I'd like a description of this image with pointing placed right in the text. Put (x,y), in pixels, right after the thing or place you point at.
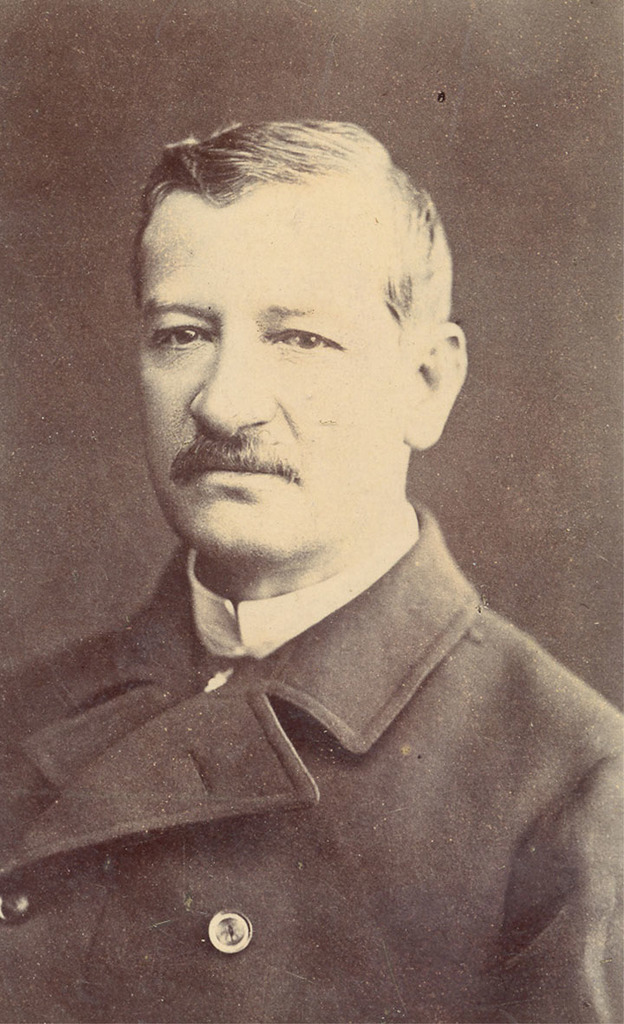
This picture is a black and white image. In this image we can see one man (220,924) in a suit (217,959), there is a black background and the background (64,628) is blurred.
